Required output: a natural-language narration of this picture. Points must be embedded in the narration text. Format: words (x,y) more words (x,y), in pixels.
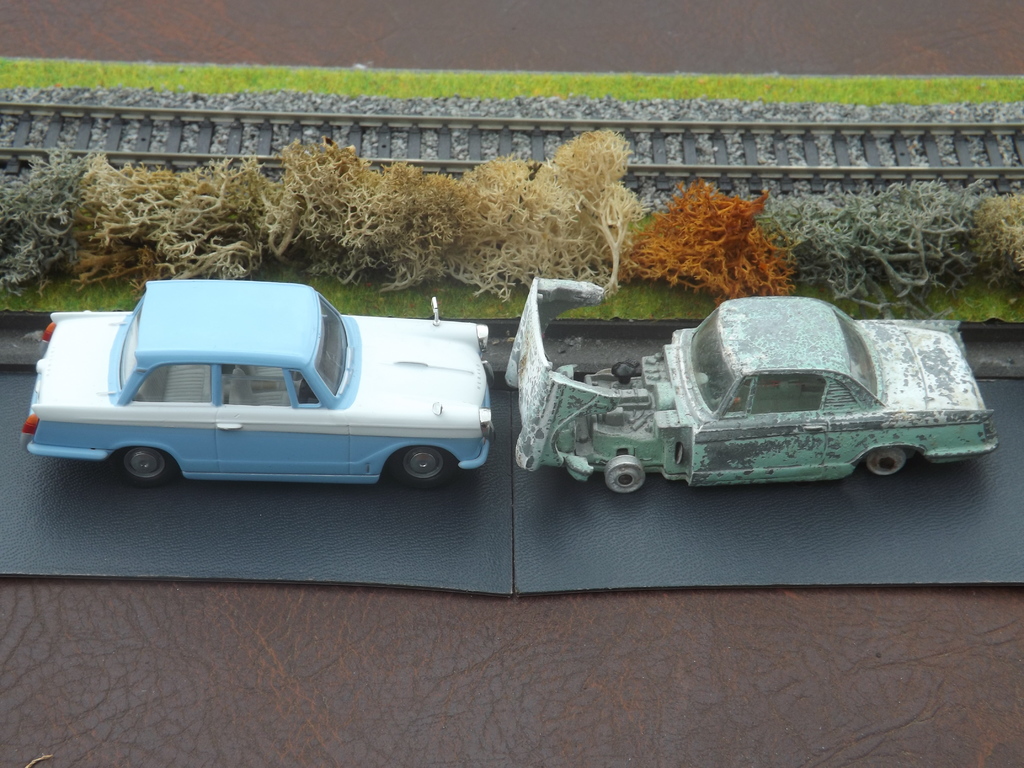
In this image there are depiction of two cars (715,363), plants (481,213) and railway track (618,122).
